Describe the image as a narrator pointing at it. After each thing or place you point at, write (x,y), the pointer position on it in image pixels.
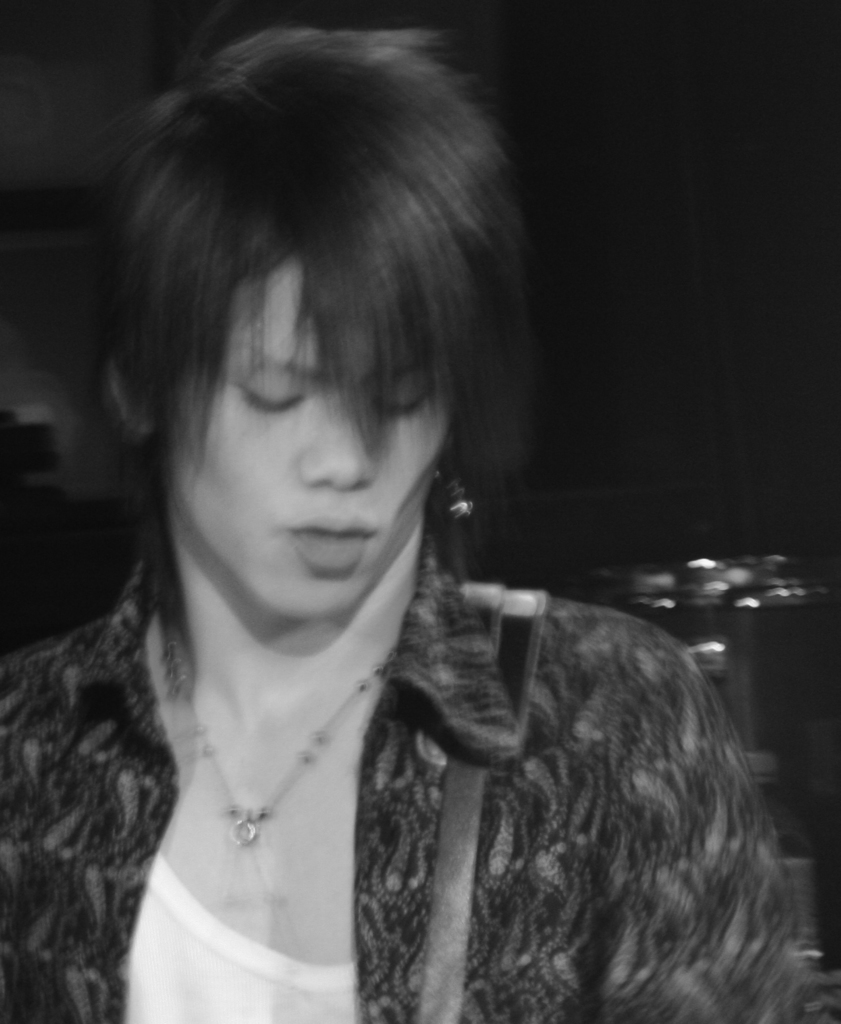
In this black and white picture there is a woman (152,687) standing. There is a strap (453,878) on her shoulder (565,668). Behind her there is an object (666,597). The background (39,106) is dark.
